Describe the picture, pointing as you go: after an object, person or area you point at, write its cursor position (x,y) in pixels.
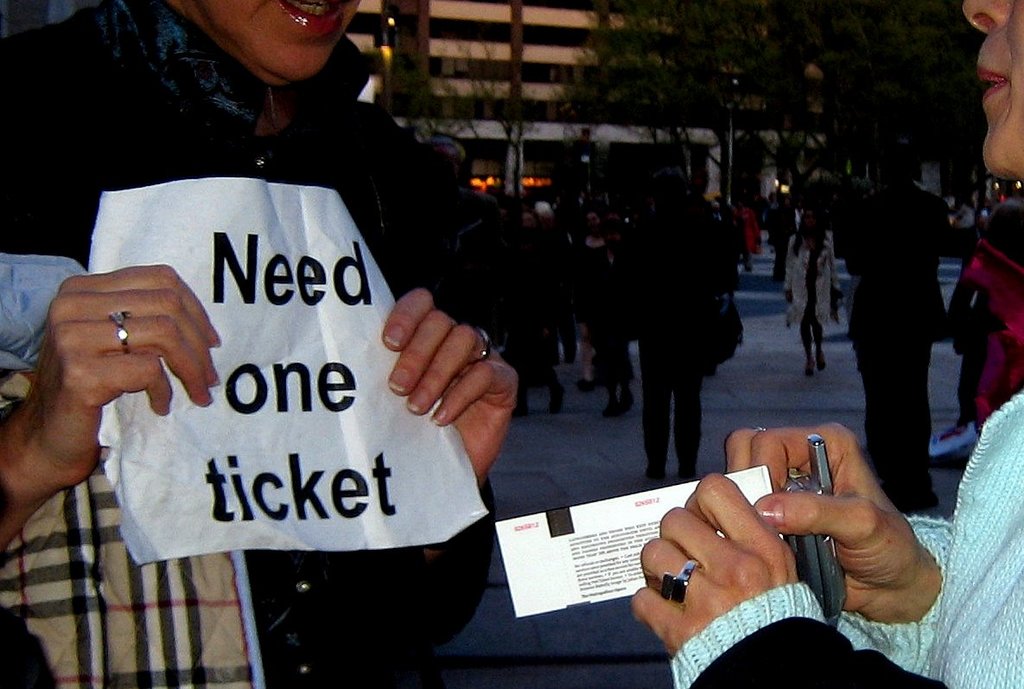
The woman (176,288) on the left side (275,410) is holding a white paper (332,478) in her hands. On the paper (329,519), it is written as ¨Need one ticket¨. Behind them, we see many people (642,298) are standing on the road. There are trees (866,160) and buildings (496,112) in the background (489,146). This picture might be clicked in the dark.
